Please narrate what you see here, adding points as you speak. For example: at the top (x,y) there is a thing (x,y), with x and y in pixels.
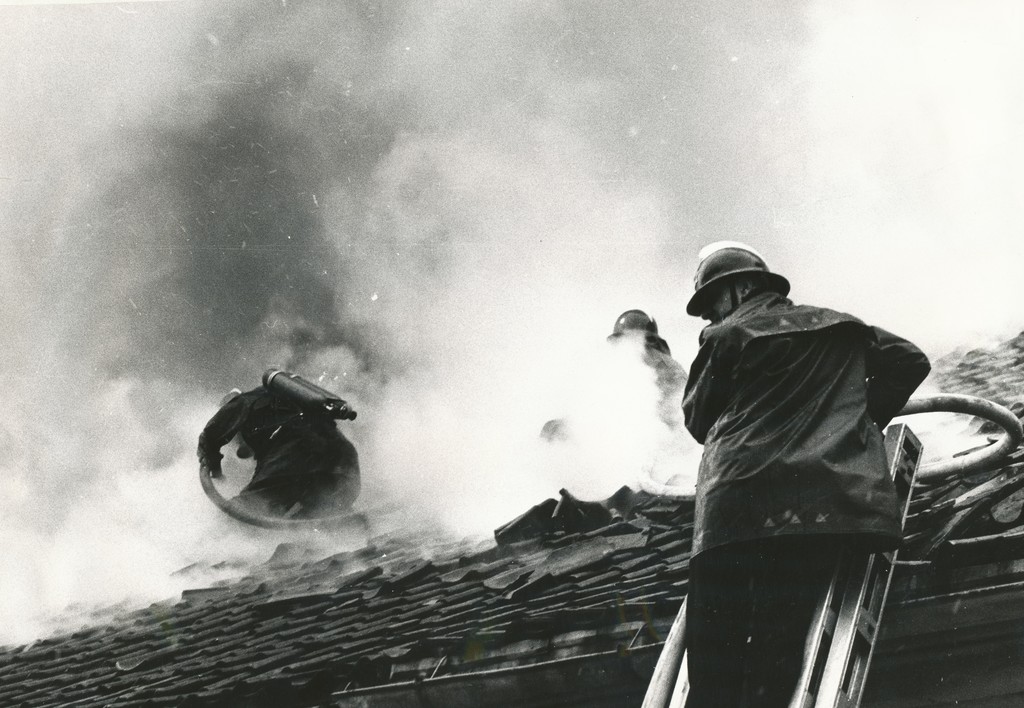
There is a roof (357,554). A person (767,385) wearing helmet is standing on a ladder (845,631). And two other people (278,452) are on the roof (485,545). And person (274,476) on the left (221,479) is holding a pipe (217,501) and having cylinders (298,389) on the back (259,421). Also there is smoke (208,265).
